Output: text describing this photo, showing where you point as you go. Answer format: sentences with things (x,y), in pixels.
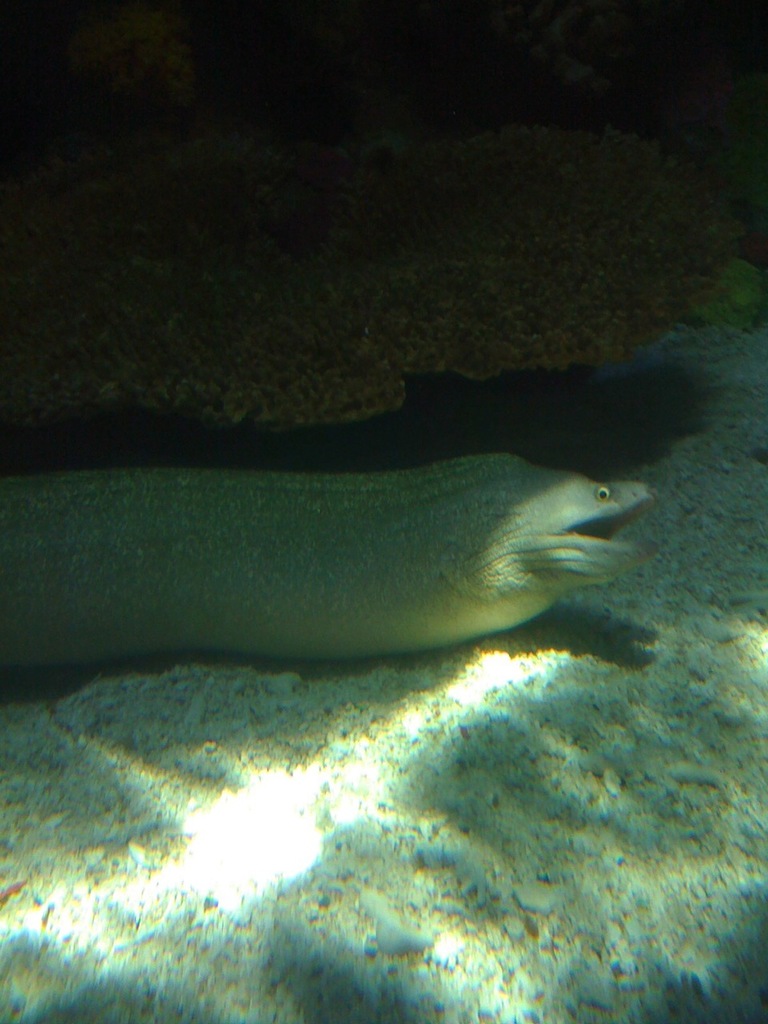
There is an eel (262,594) in the water (24,445). Also there is a coral (347,326).
